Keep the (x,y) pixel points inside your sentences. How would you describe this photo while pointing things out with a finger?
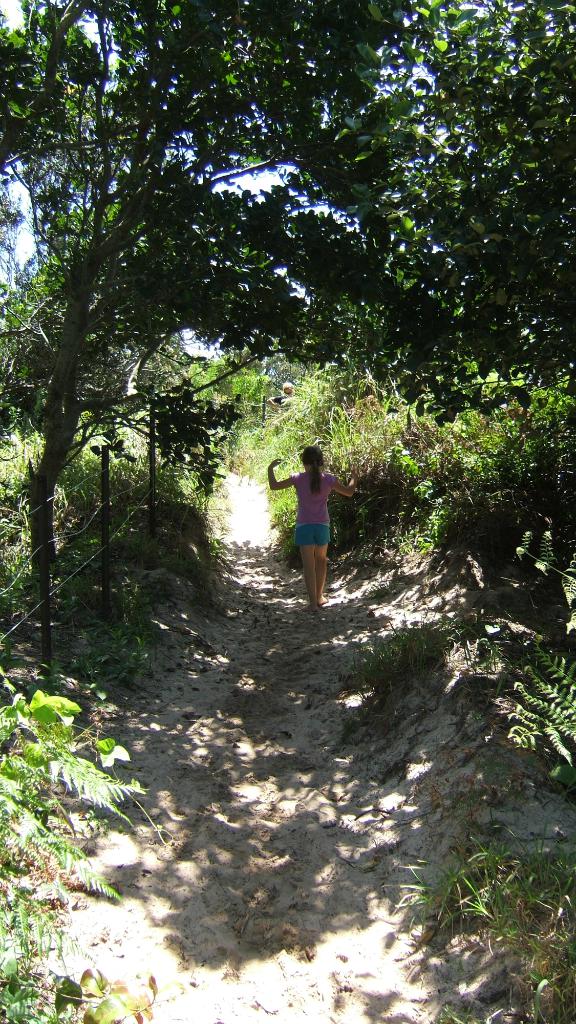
In this image a girl (317,547) is standing on the path (301,685). Left side (50,559) there is a fence (97,477). Behind it there are few plants (100,458) and trees (166,385). Right side (567,706) there are few plants (444,491) on the land (503,747).
